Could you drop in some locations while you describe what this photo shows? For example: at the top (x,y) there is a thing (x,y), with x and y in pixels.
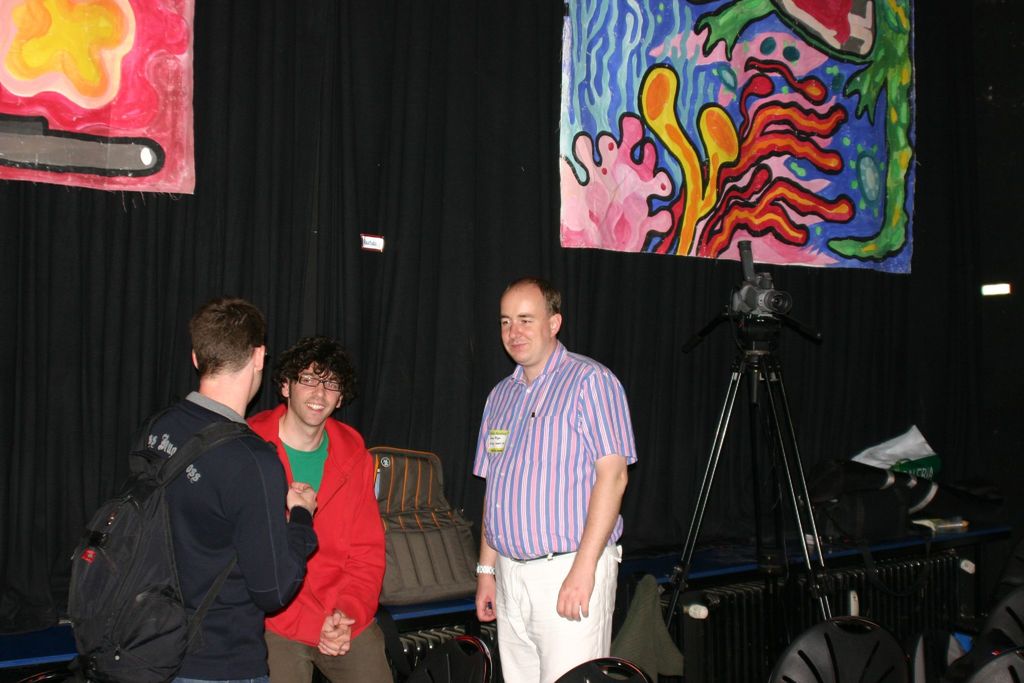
In this picture I can observe three men (351,458). One of them is wearing spectacles (319,382). On the right side (714,463) I can observe a tripod stand (752,364) to which a camera (767,307) is fixed. I can observe some chairs (647,678). In the background (244,204) there is a black color curtain (348,242). I can observe painting (744,120) on the curtain (538,36).
